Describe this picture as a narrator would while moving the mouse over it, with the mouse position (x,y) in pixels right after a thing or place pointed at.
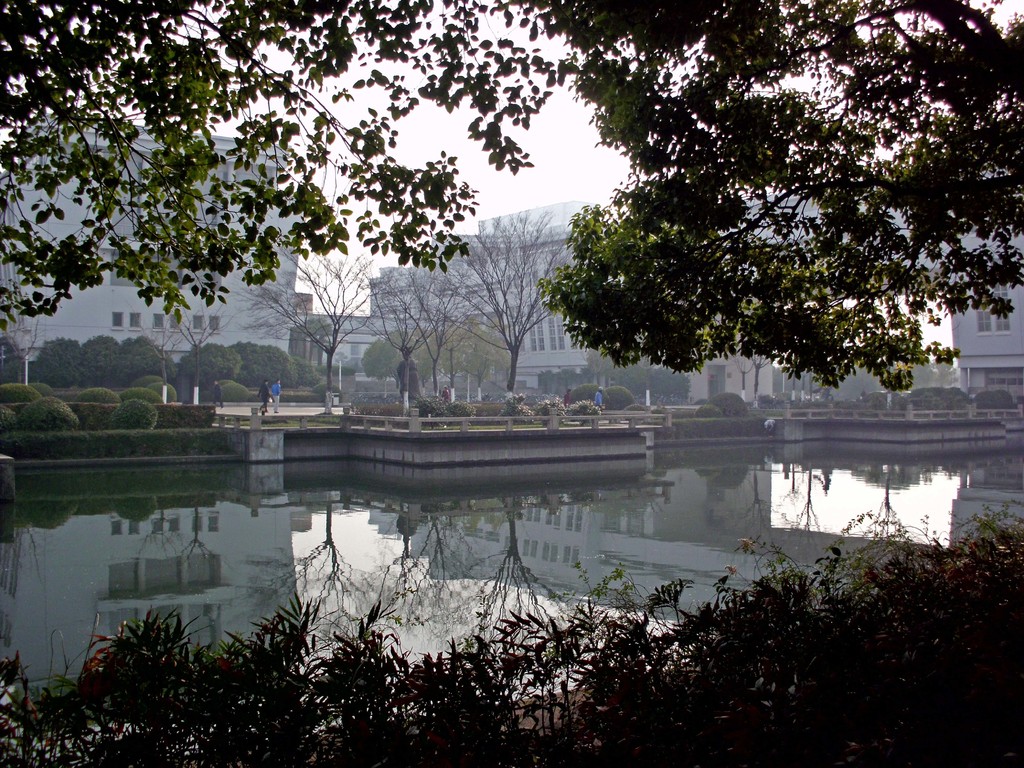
In this image there is the water (464,533). At the bottom (464,742) there are the plants (548,747). Beside the water (279,559) there is the ground (318,407). There are buildings (372,303), trees (327,331) and hedges (208,414) on the ground (302,407). There are a few people (265,397) walking on the ground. At the top (531,187) there is the sky (535,187). There are leaves (217,101) of a tree (666,120) in the image.
